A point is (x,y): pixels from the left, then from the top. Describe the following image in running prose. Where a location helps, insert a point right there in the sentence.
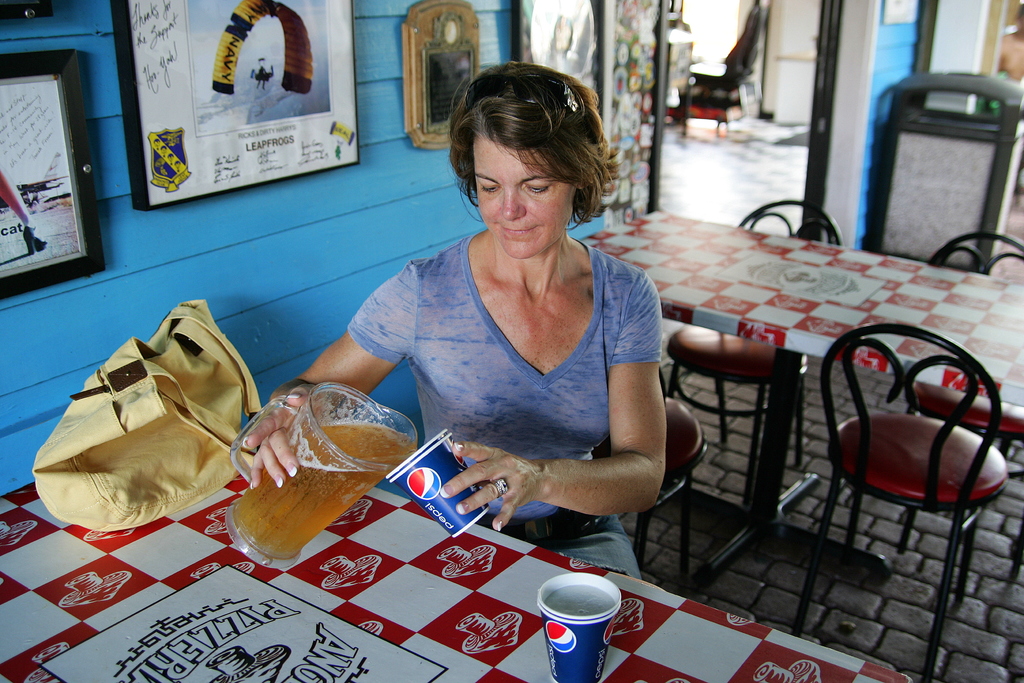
In this image I can see a woman (634,398) is sitting on a chair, I can see she is holding a jar (360,428) and a glass (444,467). I can also see few tables (770,325) and few chairs (747,356), here on this table (444,610) I can see one more glass (582,616) and a bag (106,434). On this wall (157,260) I can see few frames (250,82).
